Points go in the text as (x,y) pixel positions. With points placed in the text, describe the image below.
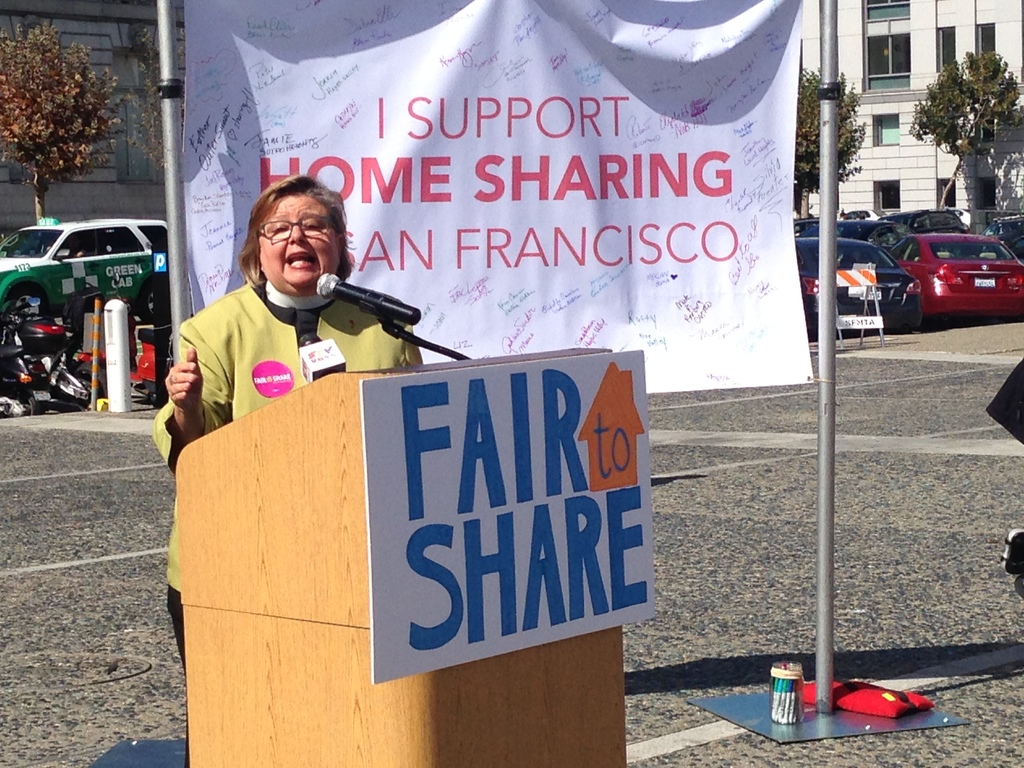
This is an outside view. On the left side (235,389) there is a woman (199,357) standing in front of the podium (285,454) and speaking on a mike (347,296). To the podium (295,547) a board (411,481) is attached. On the board (457,462), I can see some text (501,571). At the back of this woman (289,381) there is a banner (326,55) attached to the two poles (823,111). On the banner (553,185) I can see some text (580,179). In the background (140,271) there are many cars (843,262) on the road (898,336) and also I can see few trees (952,105) and buildings (935,44). On the left side (37,316) there are few objects (837,689) on the ground (962,745).
